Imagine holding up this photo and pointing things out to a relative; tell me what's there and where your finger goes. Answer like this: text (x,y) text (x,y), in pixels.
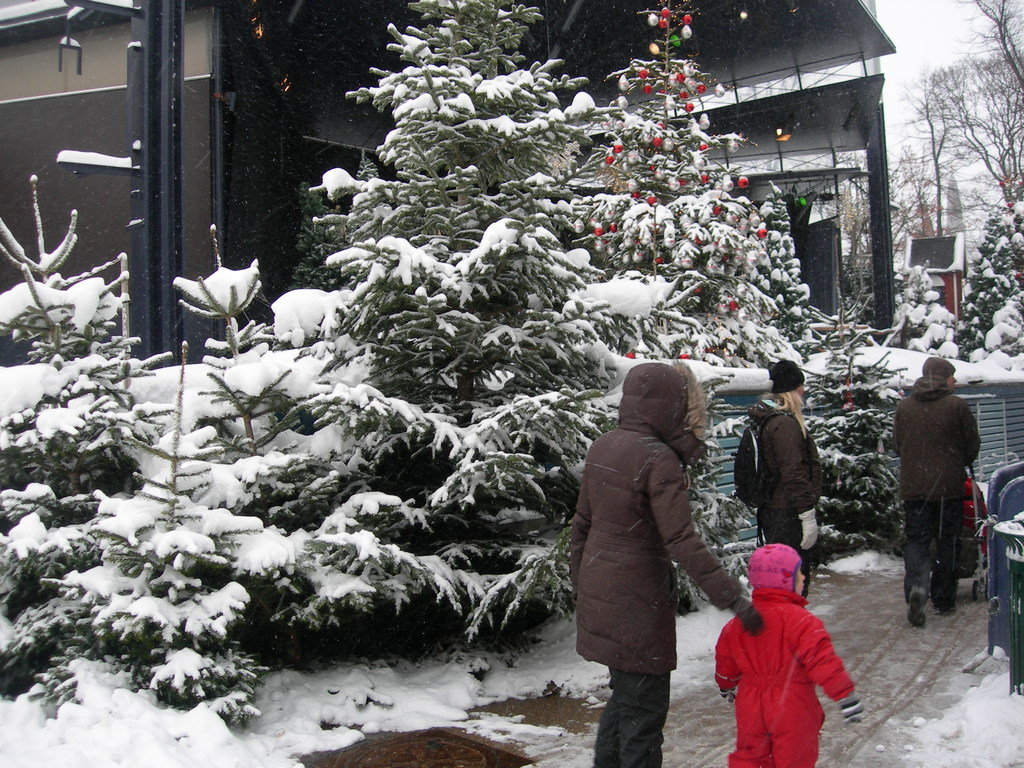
In this image we can see few persons (765,531) wearing sweaters (708,559) walking on the road (831,624), there are some Christmas trees (366,351), and we can see a house (816,124), snow (403,263), and some trees (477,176).
